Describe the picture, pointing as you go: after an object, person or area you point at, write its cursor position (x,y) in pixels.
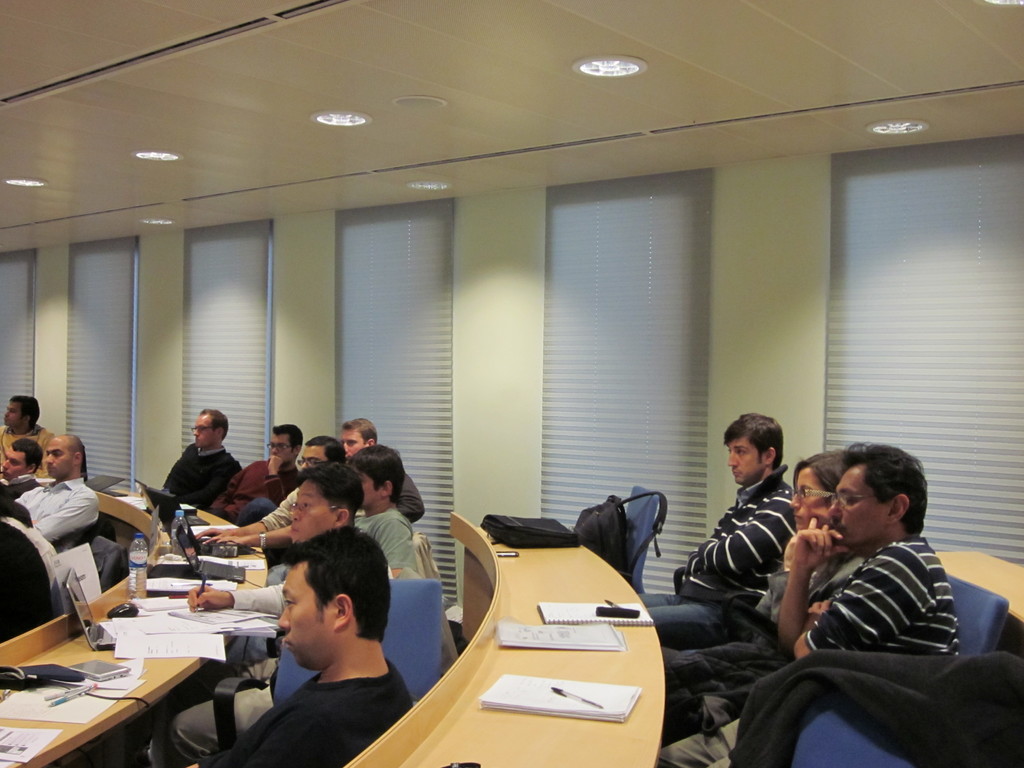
There are group of persons (286,591) sitting in chairs (433,581) and there is a table (512,578) in front of them which has books (571,636), laptops (211,547) on it.
